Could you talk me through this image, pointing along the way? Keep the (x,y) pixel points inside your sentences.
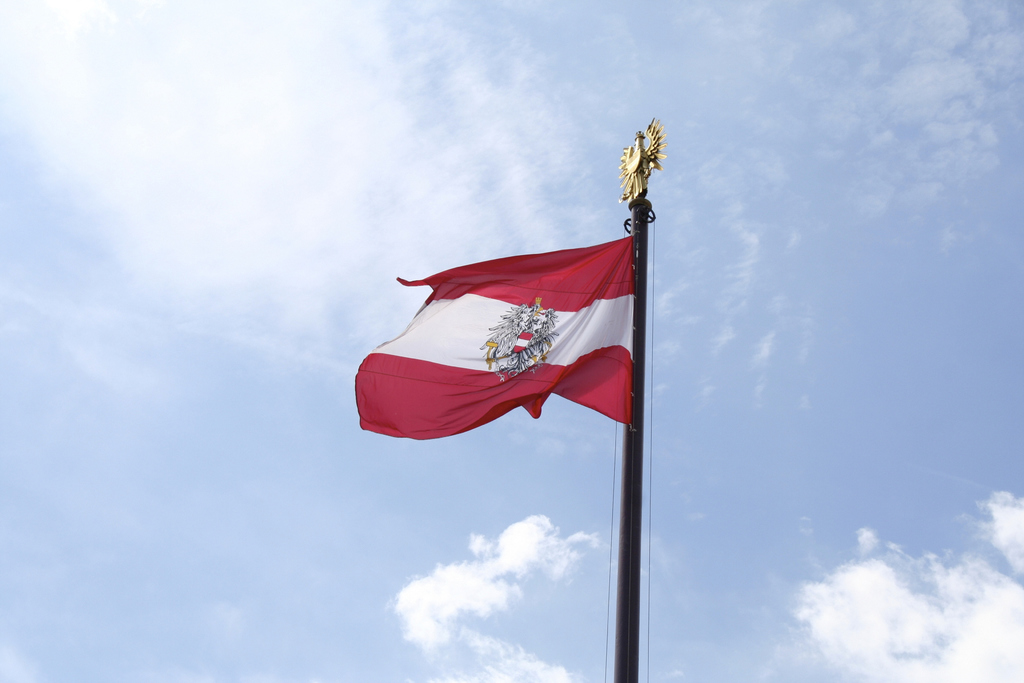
In the picture I can see a flag (614,293) on the pole (625,609). In the background (595,624) I can see the sky (827,520).
